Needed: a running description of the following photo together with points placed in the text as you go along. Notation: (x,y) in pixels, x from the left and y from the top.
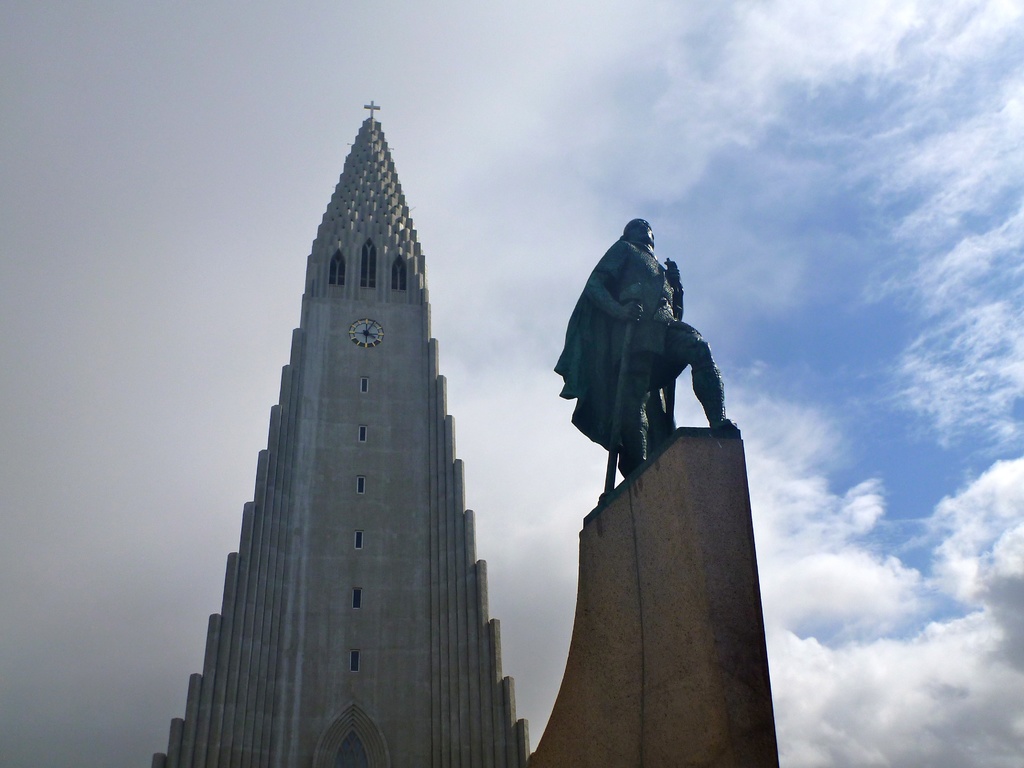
There is a church (364,581) it is very gigantic and on the top of the church (373,335) there is a clock (365,330) in between, on the right side (699,328) there is a tall sculpture (641,373) of a warrior (659,414).
